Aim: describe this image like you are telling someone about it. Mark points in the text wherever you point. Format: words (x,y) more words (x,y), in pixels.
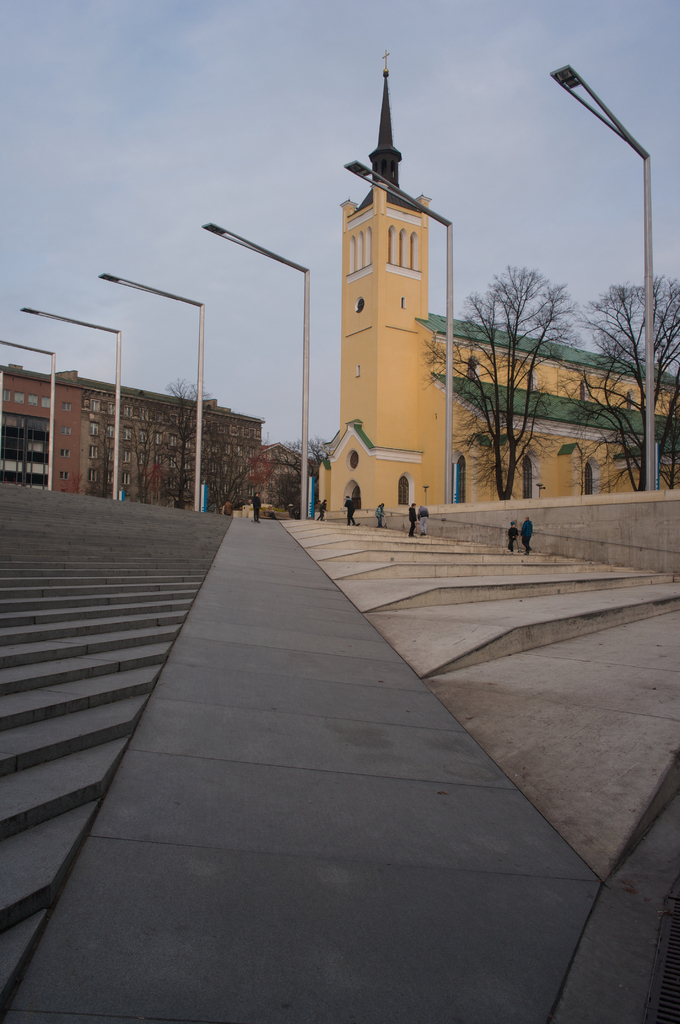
This is an outside view. At the bottom (264,835) there is a path (332,857). On both sides there are stairs (438,595). Here I can see few people (382,514) are climbing the stairs (536,667). In the background (588,447) there are many trees (596,402), buildings (591,363) and light poles (306,445). At the top of the image (177,132) I can see the sky (217,105).
